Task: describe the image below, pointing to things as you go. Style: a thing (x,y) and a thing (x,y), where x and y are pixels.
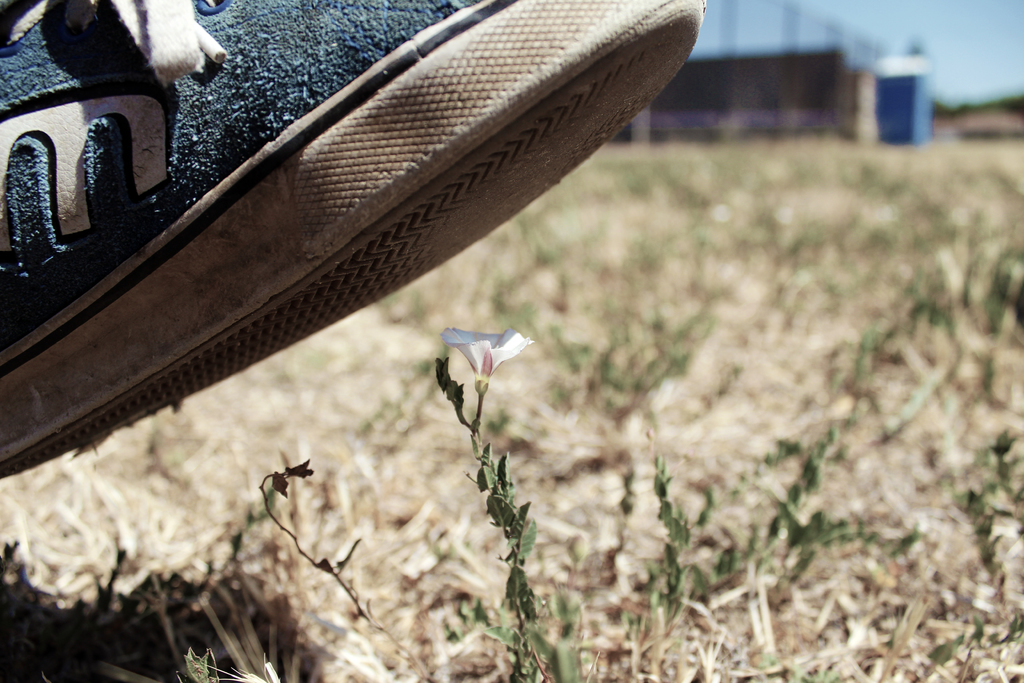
In this picture we can see a shoe (159,131), under the shoe (227,140) we can find a flower (473,344) and plants (481,473), and also we can see blurry background (885,144).
